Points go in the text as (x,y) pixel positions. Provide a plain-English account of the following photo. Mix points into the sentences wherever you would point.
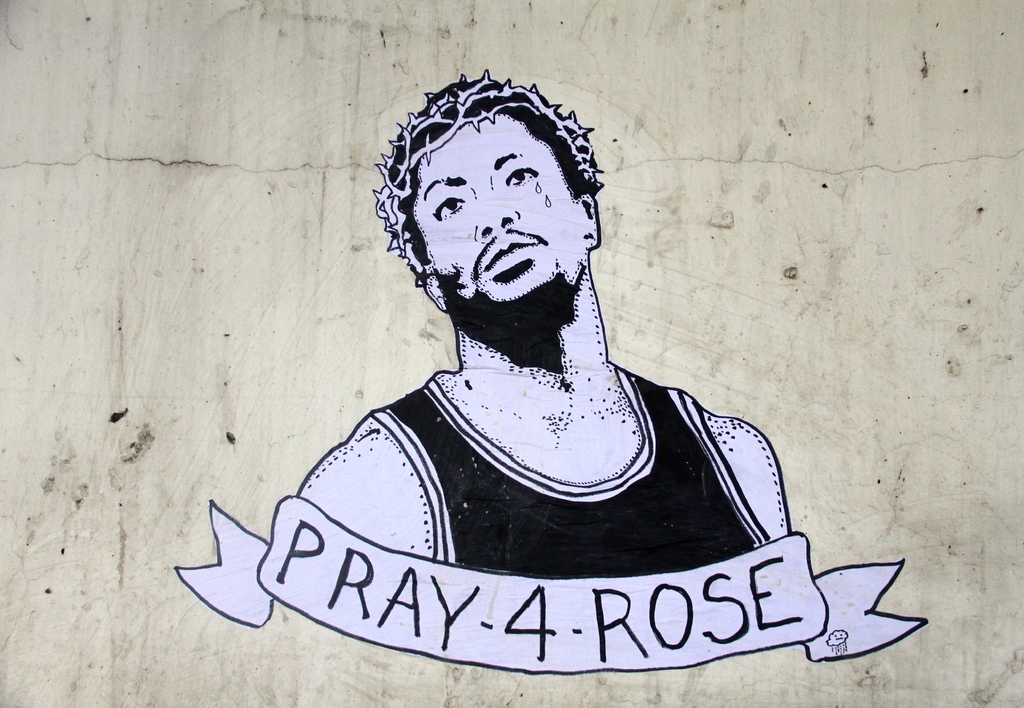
In this picture we can see a picture (524,342) of a man (474,352) with text (599,601) is pasted on the wall (221,418).
